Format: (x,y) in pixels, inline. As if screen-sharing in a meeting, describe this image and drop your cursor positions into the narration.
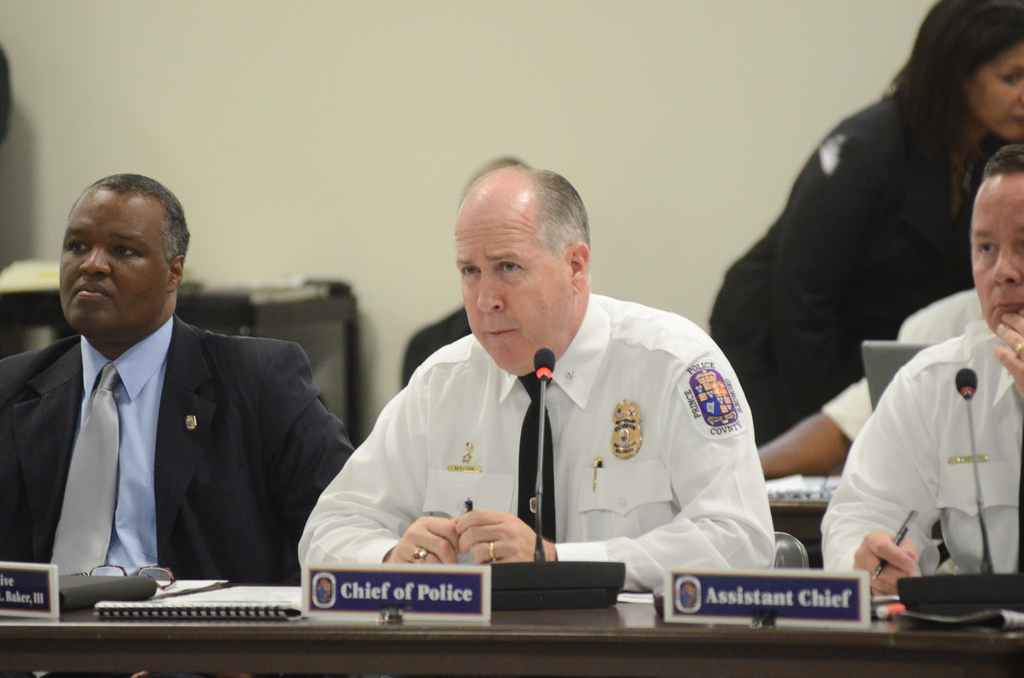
In this picture we can see people (520,325), in front of them we can see mics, name boards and some objects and in the background (386,321) we can see the wall (386,321).
